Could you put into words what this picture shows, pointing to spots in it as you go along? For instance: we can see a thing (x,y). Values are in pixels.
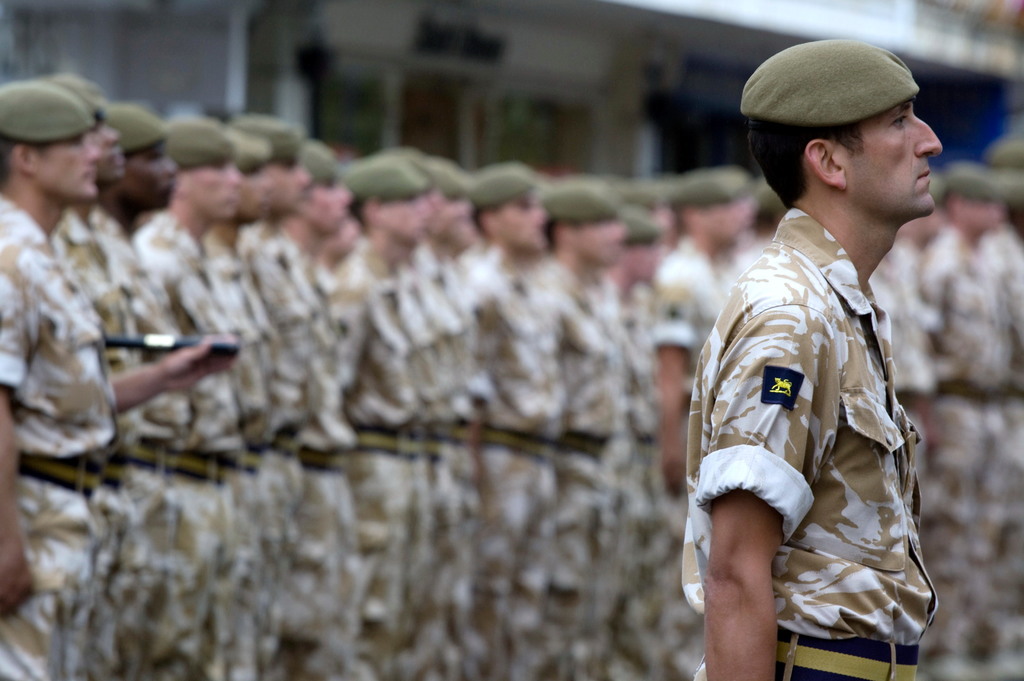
On the right side of the image (828,513) we can see a man (822,208) standing. He is wearing a uniform (852,485) and there are people (47,512) standing in a row. In the background (545,58) there is a building (497,52).
